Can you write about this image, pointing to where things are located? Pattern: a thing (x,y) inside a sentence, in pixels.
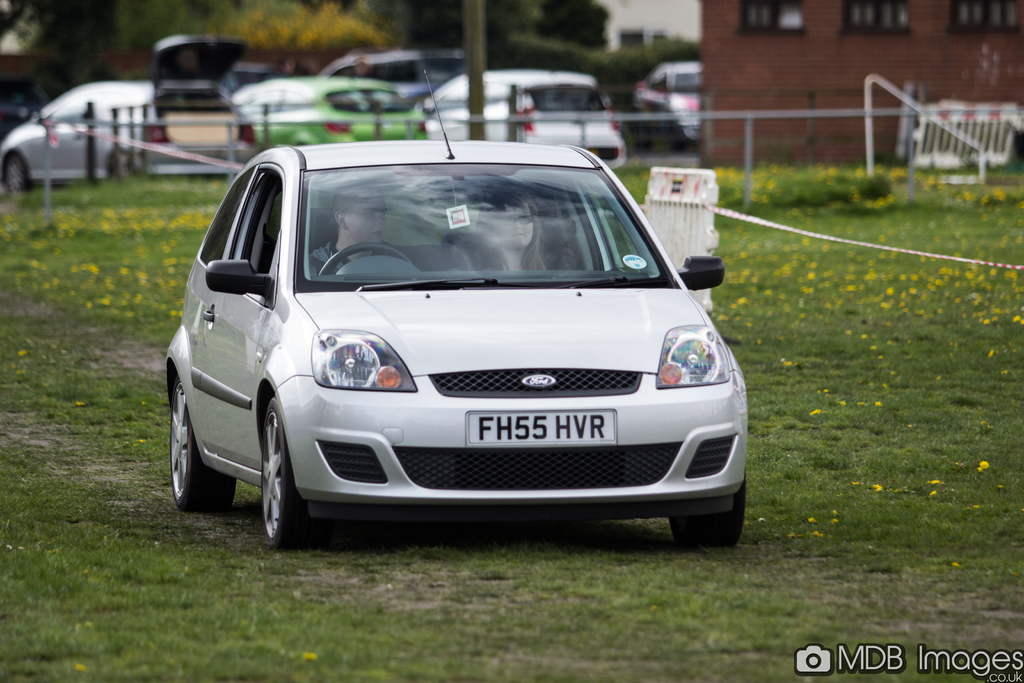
In this image there are two persons (330,252) sitting inside the car (473,155), and in the background (530,127) there are vehicles (3,92), house (751,0), plants (747,192), grass (774,278) and a watermark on the image.
